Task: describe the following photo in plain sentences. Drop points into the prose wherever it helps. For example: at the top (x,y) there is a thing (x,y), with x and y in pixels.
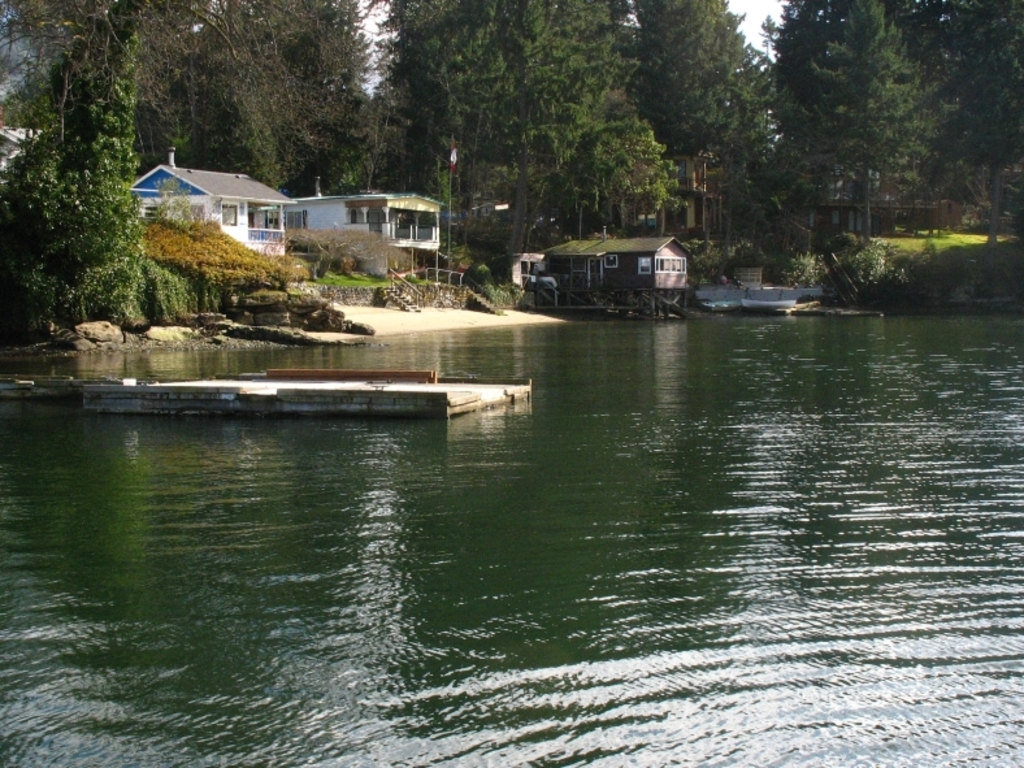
In this image, we can see the water (636,536). On the left side of the image (326,401), it looks like a walkway (237,392). Background (751,16) there are few houses (660,303), trees (27,301), plants (489,278), stairs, rods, poles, grass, pillars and sky (756,35).
